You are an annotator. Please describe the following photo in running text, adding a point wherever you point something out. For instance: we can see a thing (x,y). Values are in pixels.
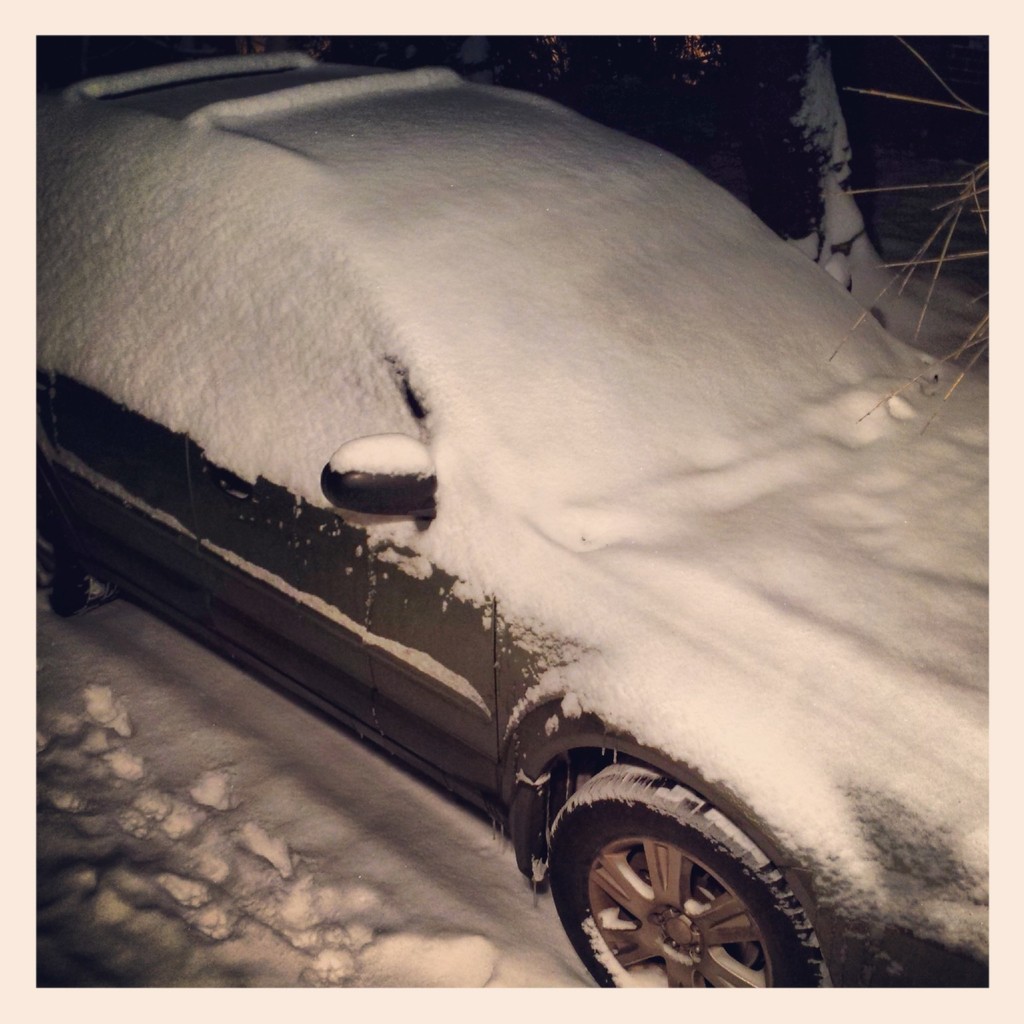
In this image there is a car (263,482) covered with snow (317,265), and in the background (964,287) there is snow (276,775), plant (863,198).
